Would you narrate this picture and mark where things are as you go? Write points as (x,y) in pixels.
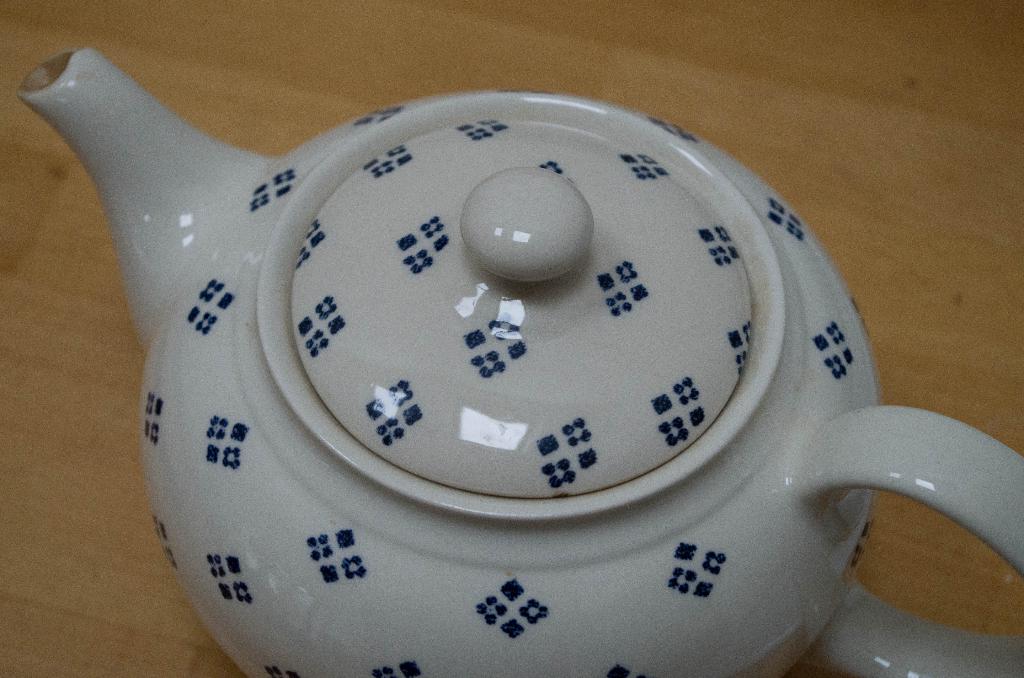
In the picture we can see a white teapot (370,390) on the wooden table (125,308).
